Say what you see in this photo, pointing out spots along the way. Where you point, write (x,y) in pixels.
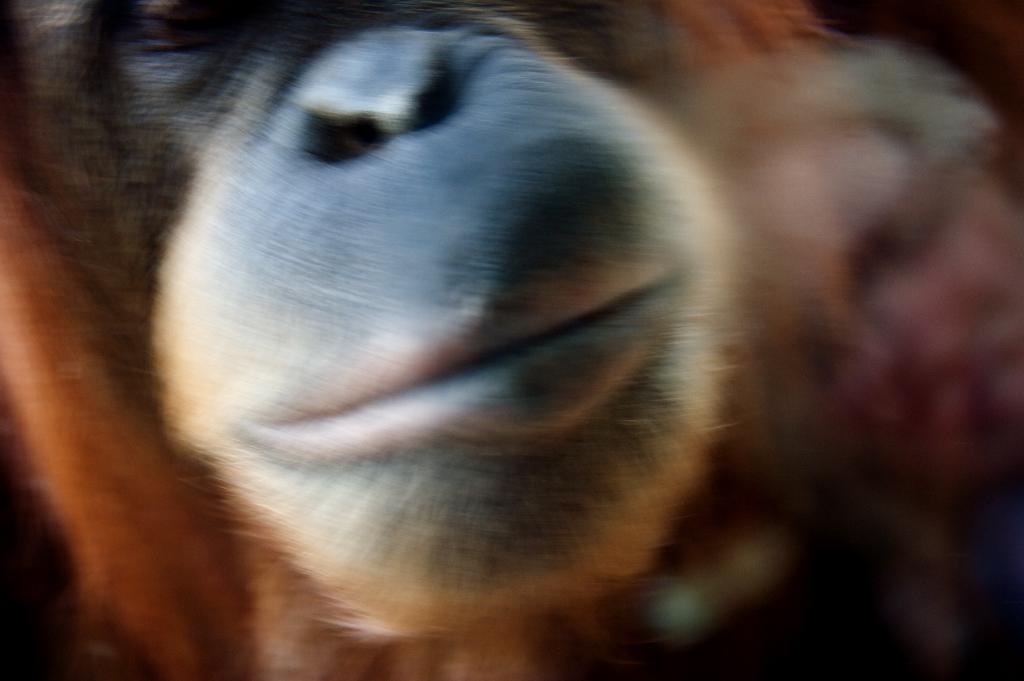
In this image, we can see an animal (262,73).
